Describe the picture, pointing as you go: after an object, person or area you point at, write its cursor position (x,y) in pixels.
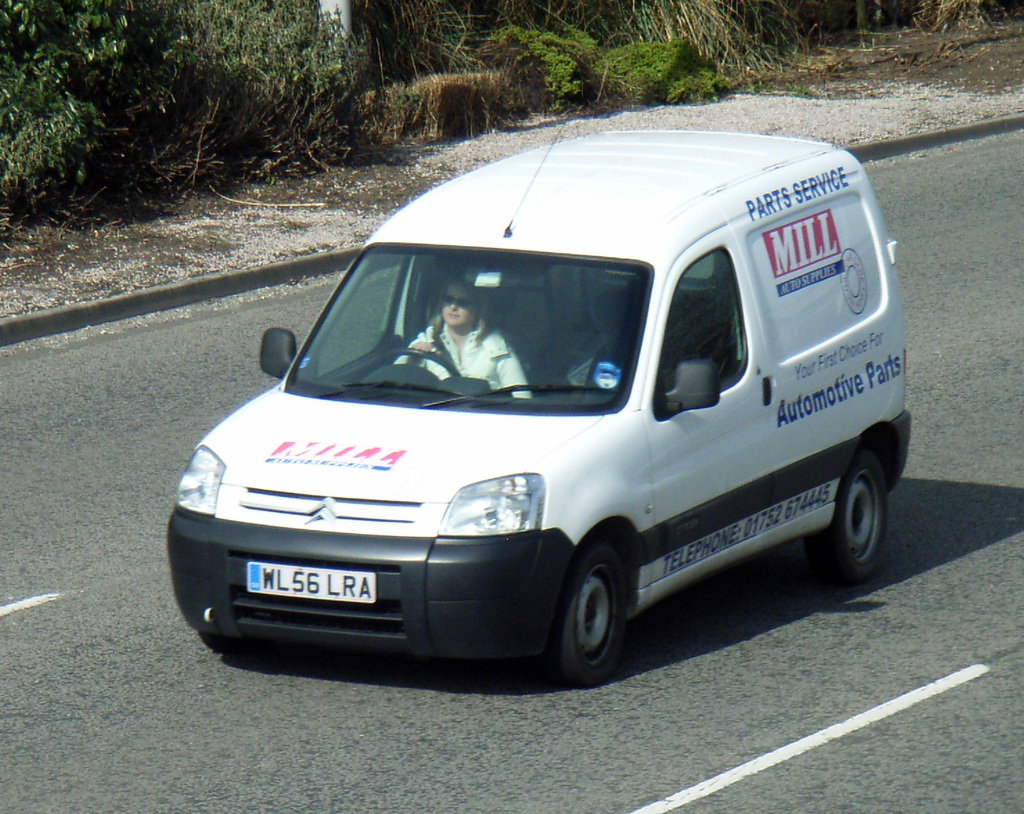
She is driving a car (567,364). We can see the background (446,4) is trees (349,130).
